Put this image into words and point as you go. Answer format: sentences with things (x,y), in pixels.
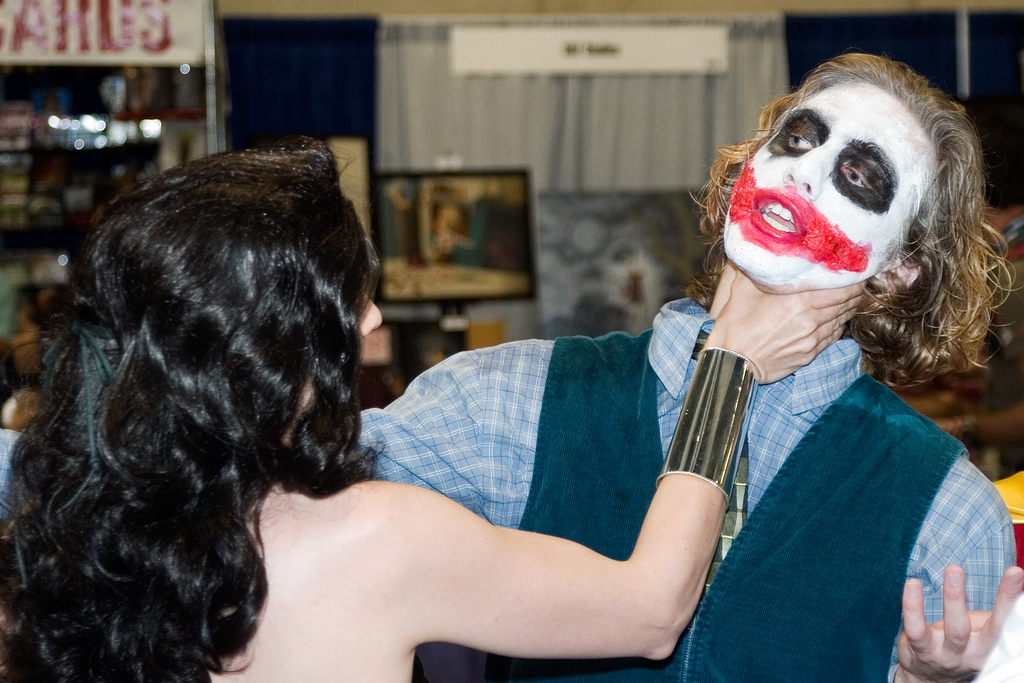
In this image we can see a man (720,558) and a woman (578,569). On the backside (26,24) we can see a television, a board (25,42) with some text (103,7) on it, some people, curtains (375,81) and a wall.
